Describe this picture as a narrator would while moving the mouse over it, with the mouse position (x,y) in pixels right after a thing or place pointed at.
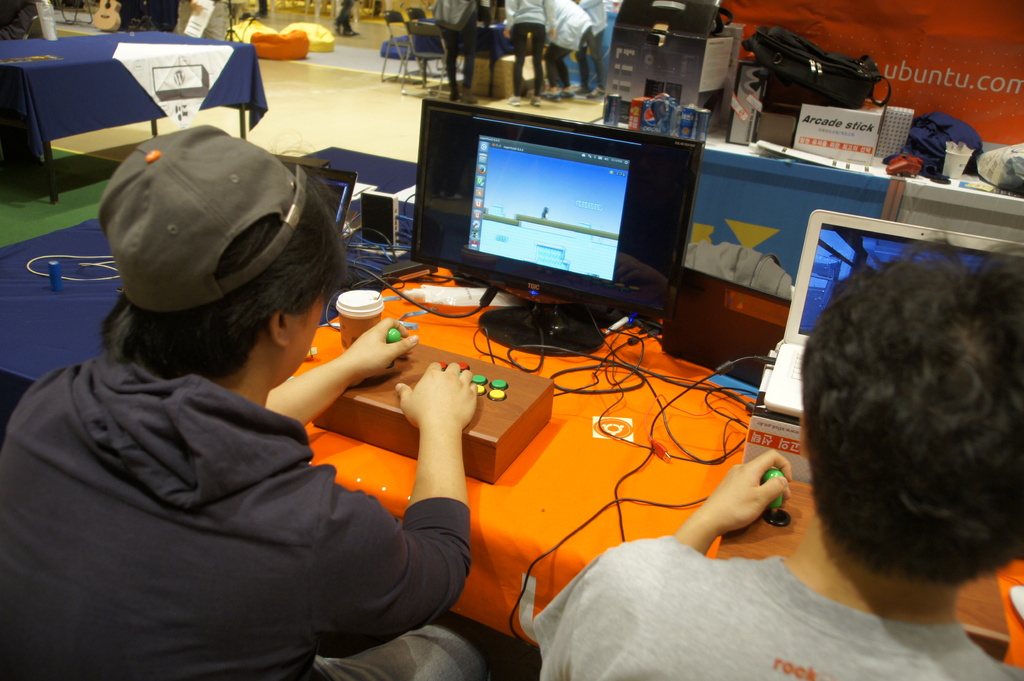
In this image I can see there are persons (454,406) sitting on a chair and playing on the computer (633,203). And there is a table (123,40). On the table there is a cloth (260,112) and objects (668,376). Beside the table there is a bean bag (270,53) and a guitar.
